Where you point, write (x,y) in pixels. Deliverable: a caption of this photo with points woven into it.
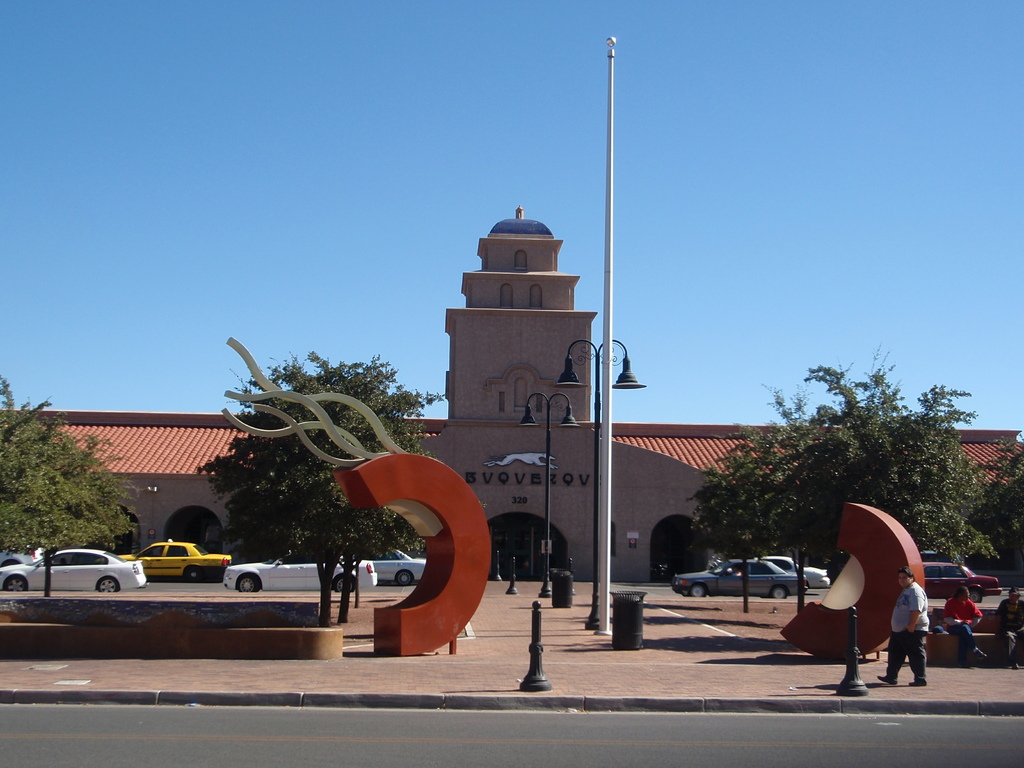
In this image we can see a building (962,441). On the building (962,441) we can see some text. In front of the building (148,498) we can see vehicles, trees (244,484) and poles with lights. In the foreground (186,633) we can see the persons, walls (165,646) and few objects (453,567). At the top (488,49) we can see the sky (459,256).
